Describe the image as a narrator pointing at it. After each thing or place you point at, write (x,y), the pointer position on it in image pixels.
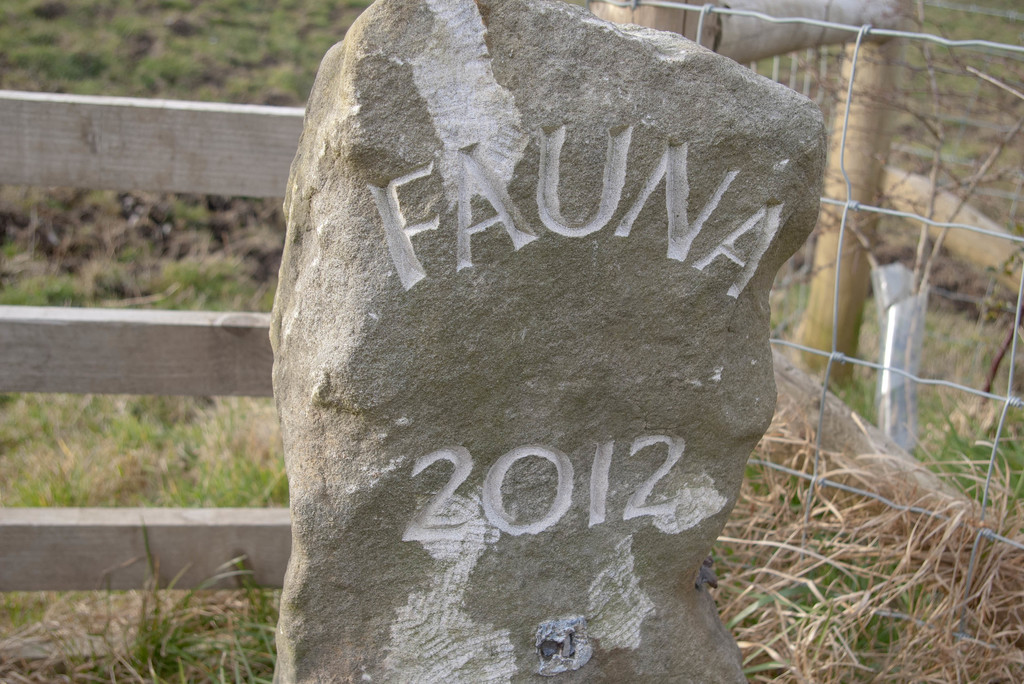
In this image, I can see the words (719,247) and numbers (544,454) carved on a rock (516,213). Behind the rock (507,238), I can see a wooden fence (225,175), grass (221,471) and it looks like a garden fence (869,166).
